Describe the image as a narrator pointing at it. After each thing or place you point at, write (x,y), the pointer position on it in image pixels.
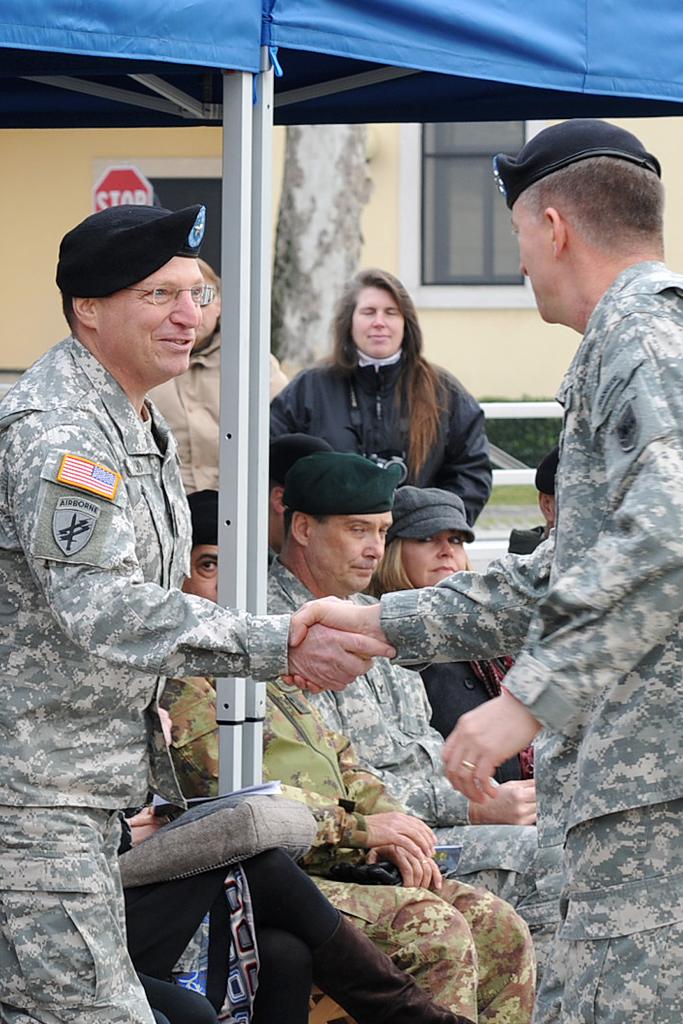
In this image there are people (415,718) sitting under the tent (375,121), in front of the tent (336,44) there are two men (324,682) shaking their hands (321,614), in the background (355,364) there are two women (346,364) standing and there is a wall (95,163).
